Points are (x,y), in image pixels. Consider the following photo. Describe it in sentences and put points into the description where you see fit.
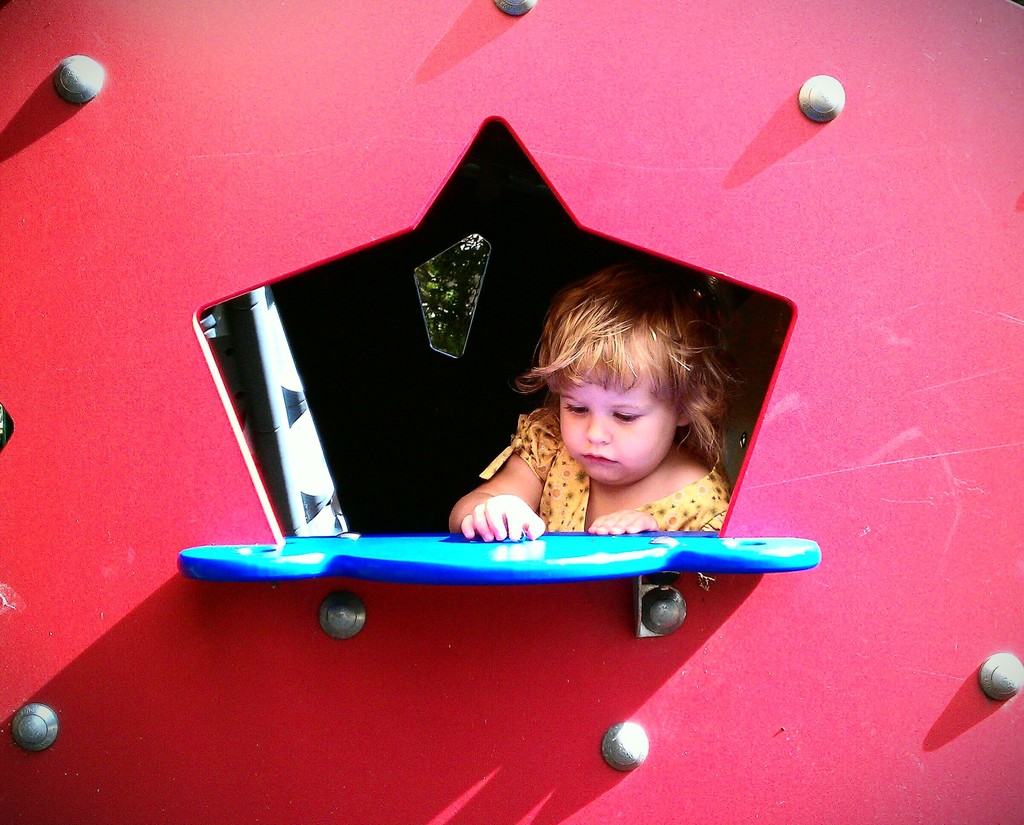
In this image I can see colorful wall (94,325) there are some screws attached to the wall (894,355), in the middle (606,538) I can see a baby (622,468) and board (411,554) visible.
